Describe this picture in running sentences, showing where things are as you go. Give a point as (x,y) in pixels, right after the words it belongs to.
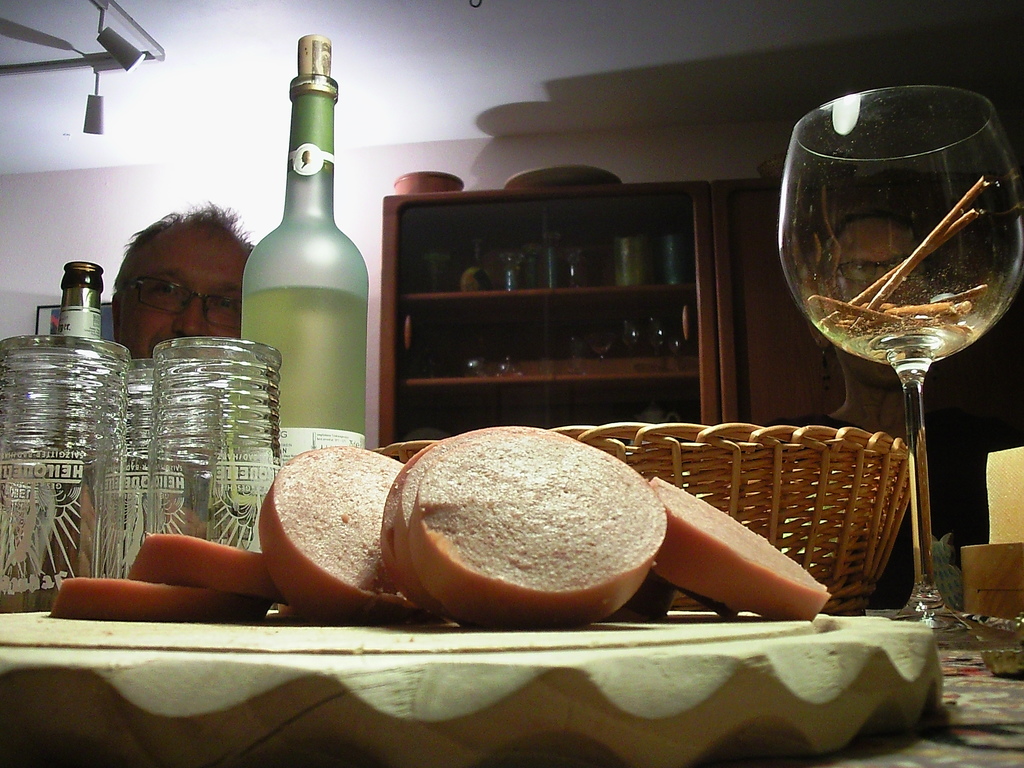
This picture is consists of bottles (90,293) and glasses (123,407) and a set of utensils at the right side of the image (813,264) and there is a man (194,301) who is sitting at the left side of the image (171,257).
